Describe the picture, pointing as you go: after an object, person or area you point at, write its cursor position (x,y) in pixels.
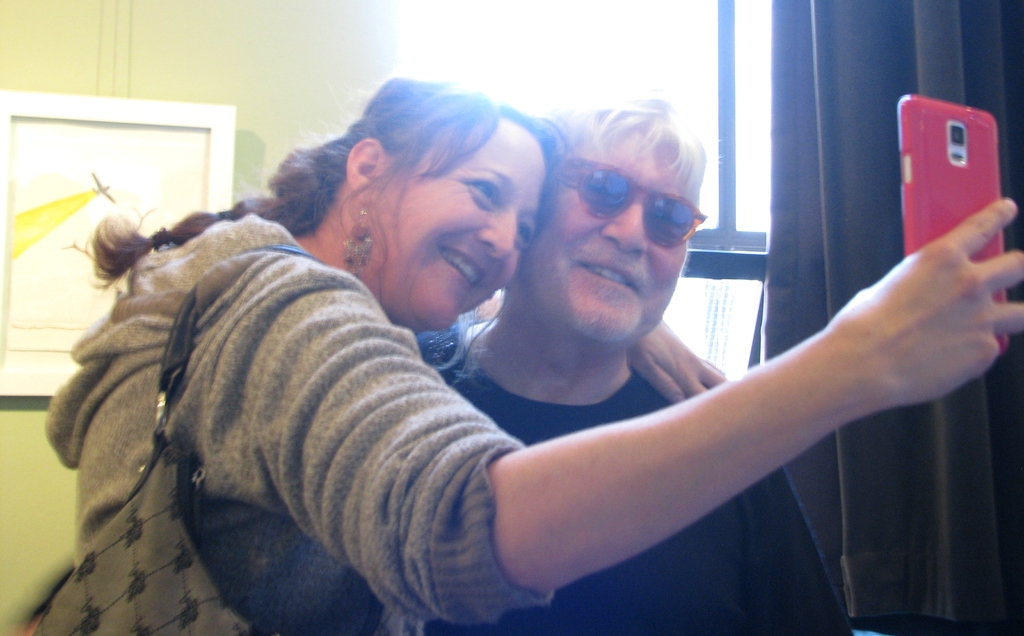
We can see a frame (173,158) over a wall (270,53). This is a window (703,31). Here we can see black curtain (834,175). We can see a man (676,219) wearing goggles (655,214) and a woman (297,344), she laid her hand (667,350) on a man's shoulder (687,371). They are together side by side and a woman (727,403) is holding a mobile phone (965,156) in her hand (946,289) and taking selfie. They both are smiling.
